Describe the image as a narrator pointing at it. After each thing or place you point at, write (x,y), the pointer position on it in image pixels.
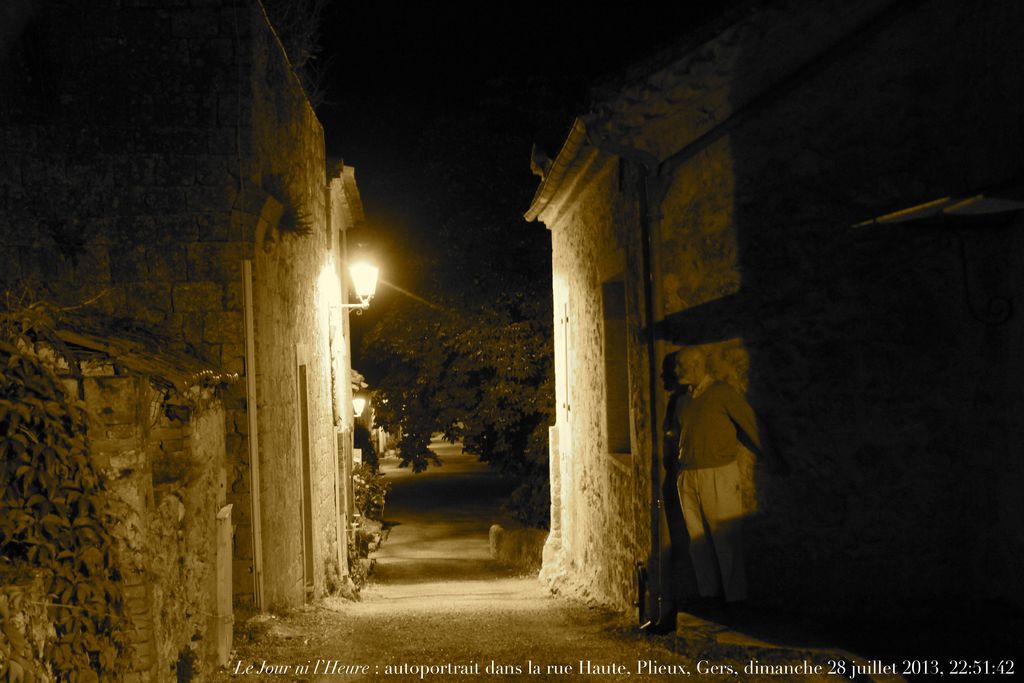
This picture might be taken from outside of the city. In this image, on the right side (777,276), we can see a building (802,281) and a man (737,496) standing on the land (797,632). On the left side (308,445), we can also see another building (135,451), street lights (374,271). In the background (543,384), we can see some lights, trees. At the top (461,129), we can see black color, at the bottom (564,611), we can see a land (550,604) with some stones (484,636).
